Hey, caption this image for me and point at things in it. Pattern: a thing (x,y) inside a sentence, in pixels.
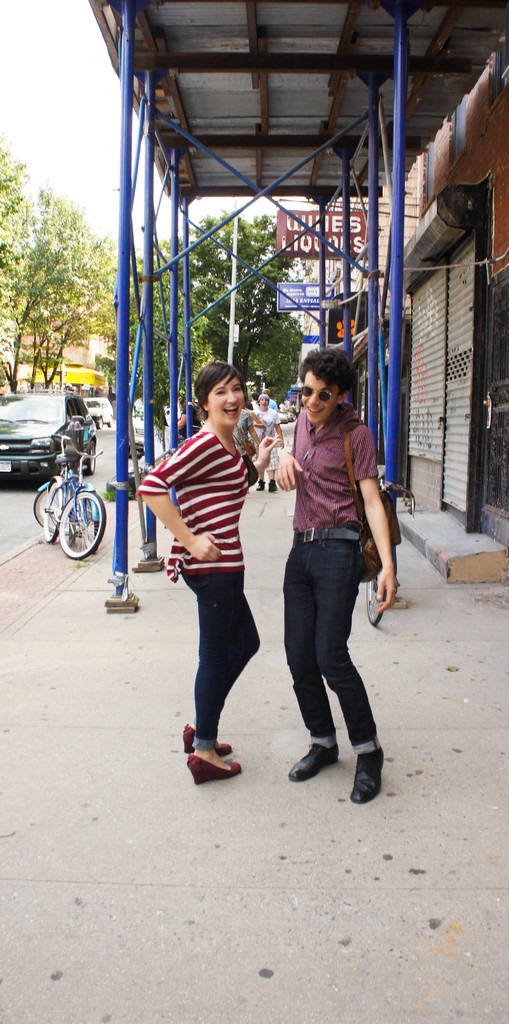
In the image there are two people (225,548) in the foreground (272,620), they are giving weird poses, behind them there are iron rods (164,120) and above the iron rods (411,3) there is a roof (194,50), on the right side (448,294) there is a shutter (435,309) and on the left side (39,420) there are vehicles (36,405), in the background (21,310) there are trees (244,267) and some boards (297,291).
